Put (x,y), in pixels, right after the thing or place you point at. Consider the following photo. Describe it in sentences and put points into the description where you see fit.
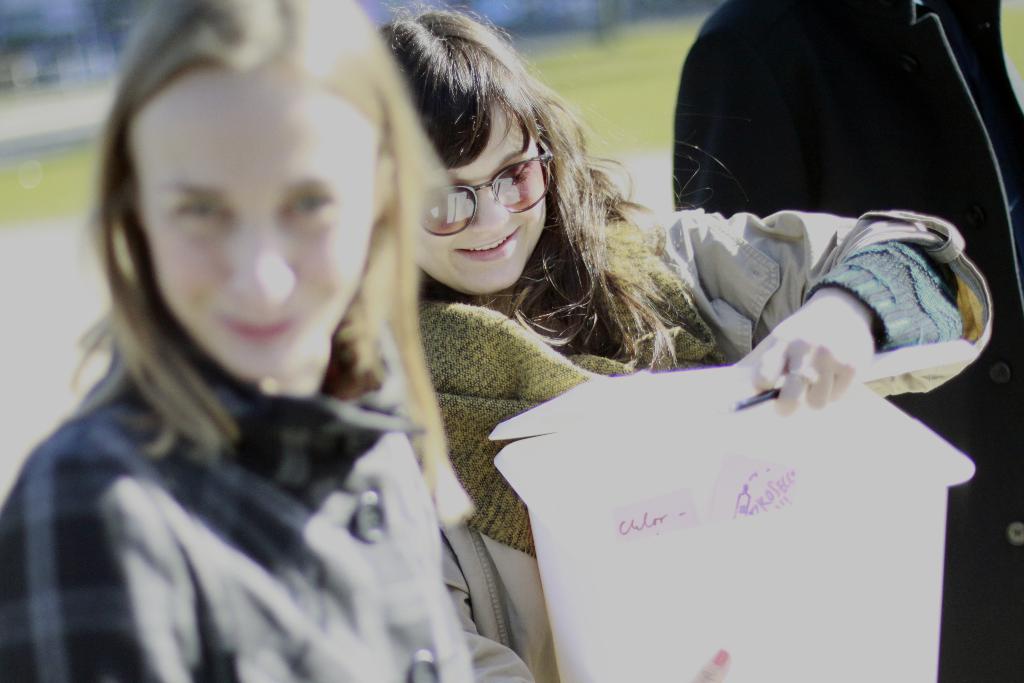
this picture shows a woman (618,246) wore sunglasses (527,201) and she is holding a box (799,510) in her hand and we see a human (971,536) standing and we see grass (648,81) on the ground (52,159).
